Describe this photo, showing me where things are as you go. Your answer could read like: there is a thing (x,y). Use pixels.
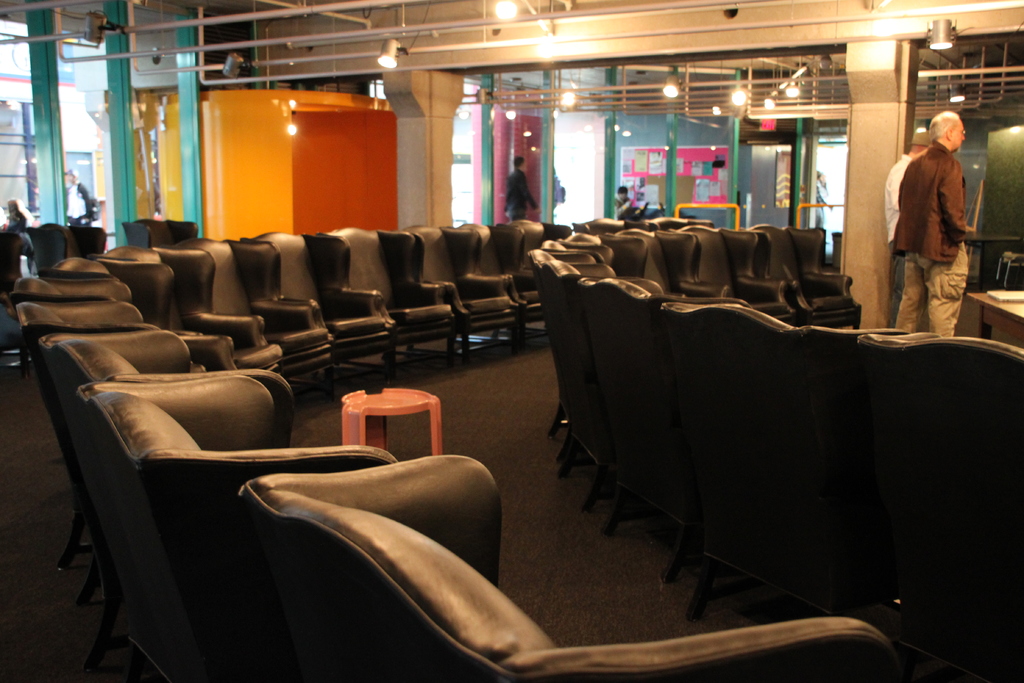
In the image it looks like there are so many chairs (318,256) in the room (659,519). At the top right corner (922,199) there are two persons (922,218) standing and there is a table (992,305) in front of them. At the top (496,8) there are lights (503,19) and pillars (184,37).
